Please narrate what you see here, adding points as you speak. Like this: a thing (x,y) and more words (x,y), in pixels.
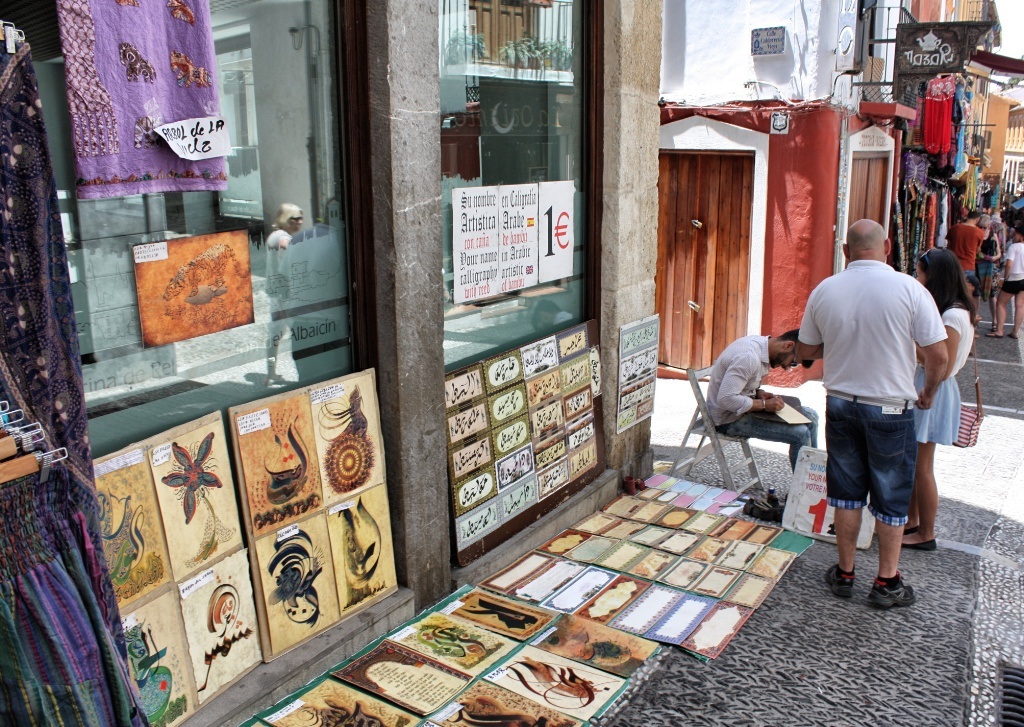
In the image on the left (327,404) there is a building (344,119), glass (295,89), clothes (13,505), hangers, banners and frames (498,505). In the center of the image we can see three persons (919,417) were holding some objects (795,411). In the background (806,73) we can see buildings (797,158), door (737,206), clothes (931,198), banners (902,58) and few people (958,232) were standing.
